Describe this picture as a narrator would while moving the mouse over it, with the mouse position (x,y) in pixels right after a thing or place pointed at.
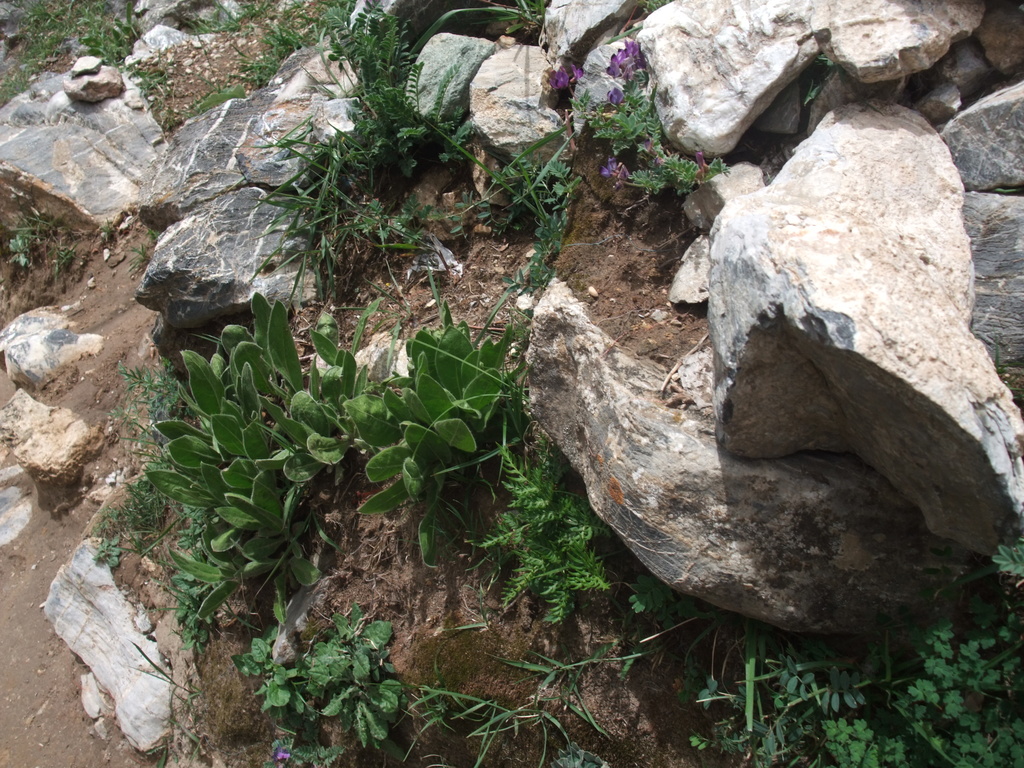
In the picture I can see few rocks (582,340) and plants (464,435).
